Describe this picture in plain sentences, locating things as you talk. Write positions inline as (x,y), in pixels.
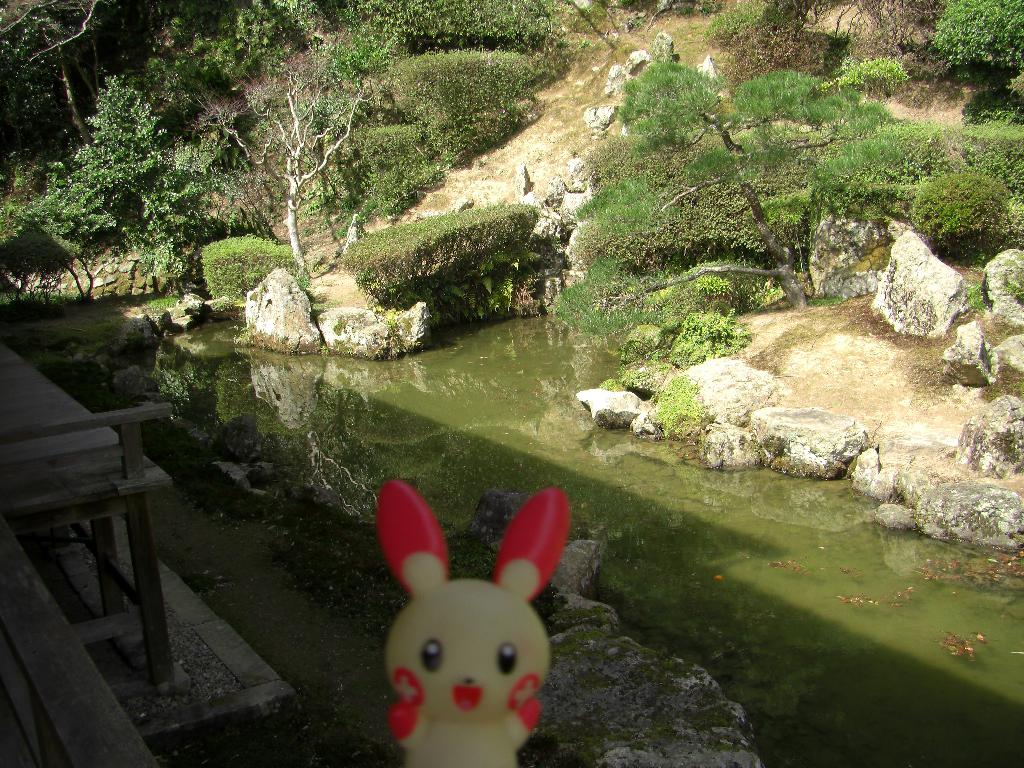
Here in the front (412,559) we can see a doll (415,623) present and behind it we can see some rock stones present over there and in between them we can see water (489,387) present and we can see plants (652,317) and bushes (388,226) and trees (218,67) all over there and on the left side (6,433) we can see a bench (19,430) present over there.
